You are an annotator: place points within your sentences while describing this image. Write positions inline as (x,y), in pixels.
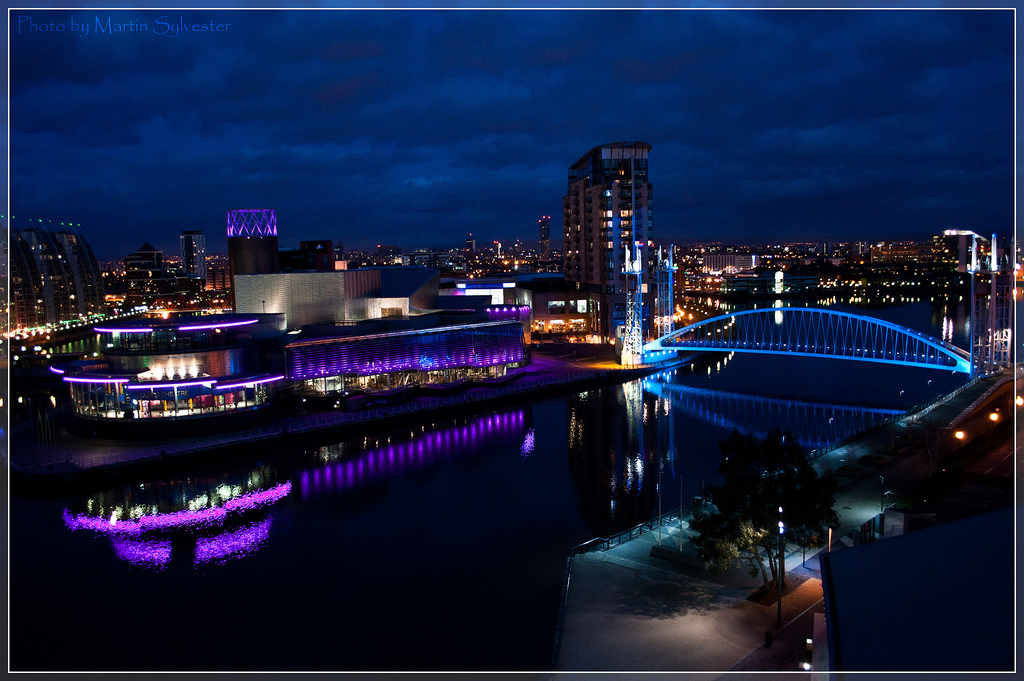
In this image I can see buildings (386,263). There are lights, poles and there is water (780,405). There is a tree (756,457), bridge (672,261) and in the background (391,130) there is sky (304,79). Also in the top left corner of the image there is a watermark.
